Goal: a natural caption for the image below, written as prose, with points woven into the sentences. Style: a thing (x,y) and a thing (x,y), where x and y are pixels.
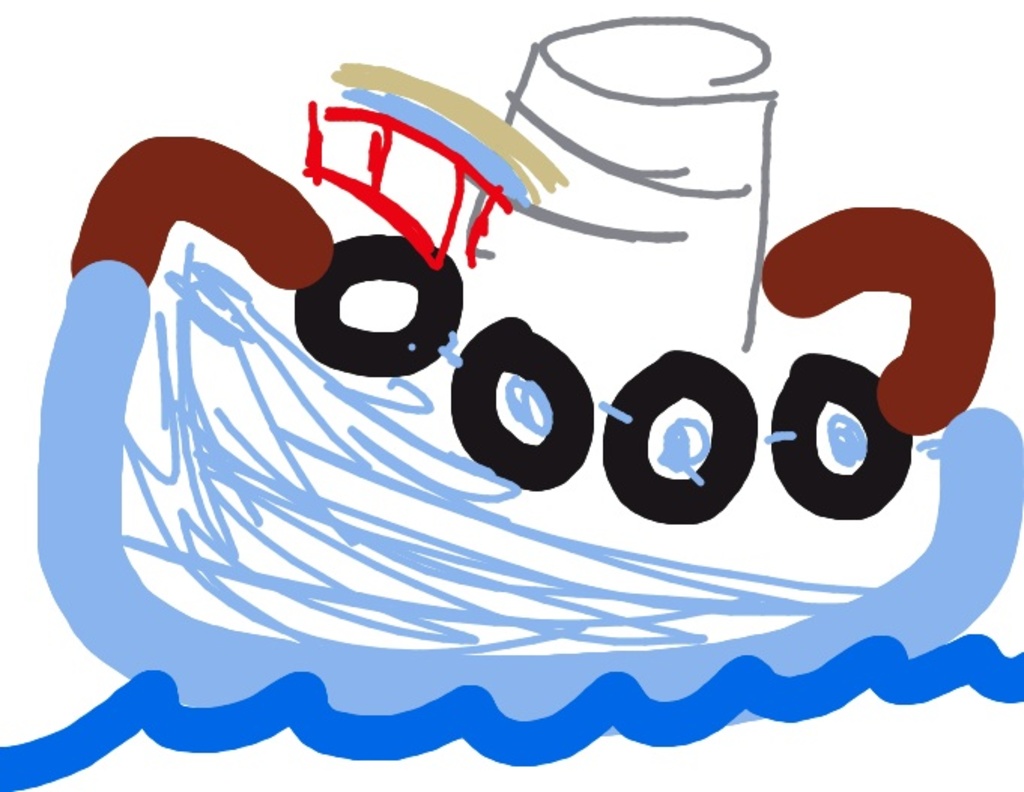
In this picture we can see painting (383,159) on the white surface (605,274).
